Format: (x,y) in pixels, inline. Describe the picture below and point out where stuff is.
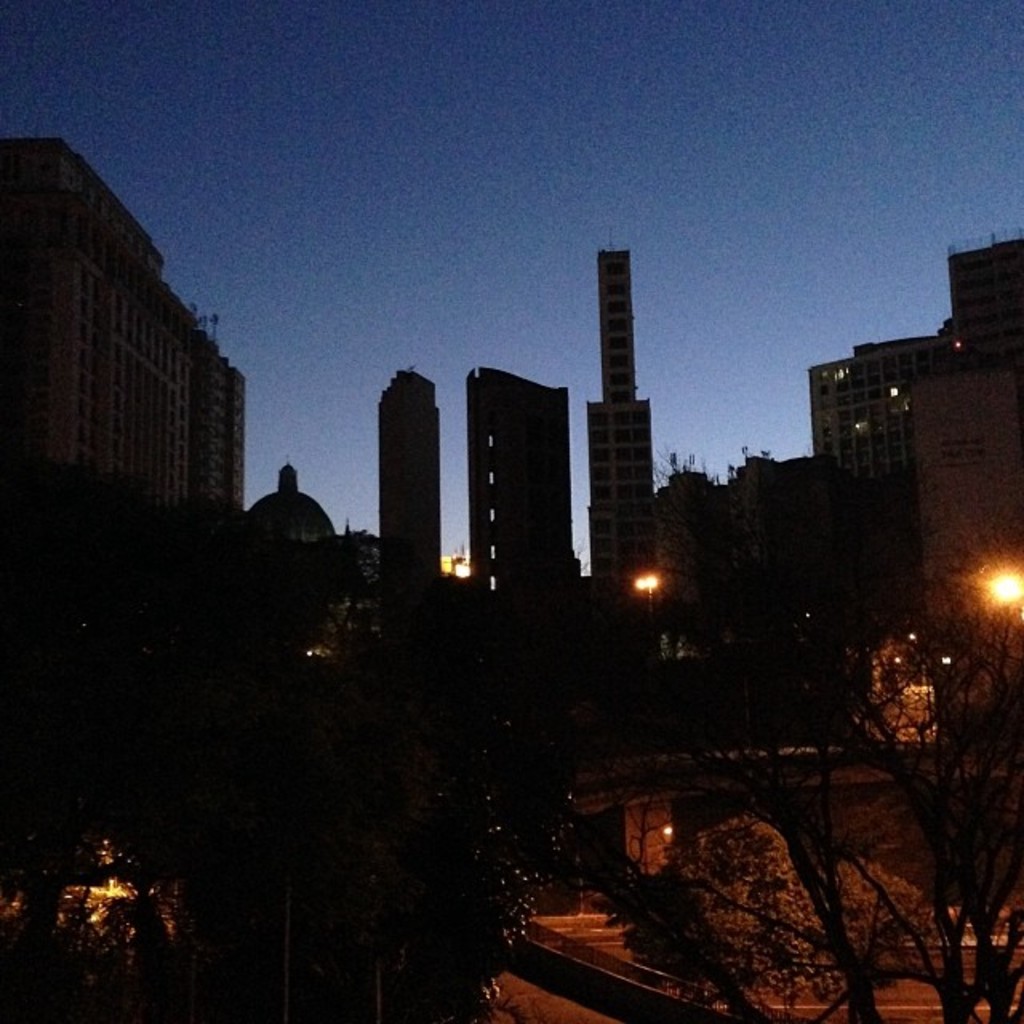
These are the buildings (42,146) in the long back side and here there are trees (754,837).
